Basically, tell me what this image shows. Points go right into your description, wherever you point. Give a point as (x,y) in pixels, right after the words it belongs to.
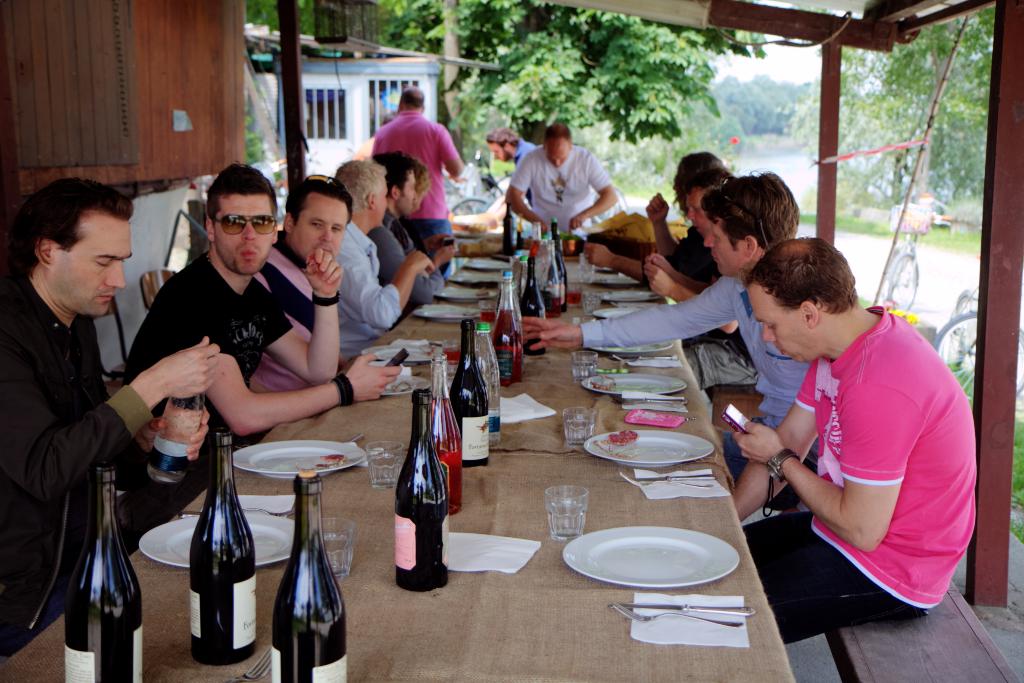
There is a group of people (72,343) who are sitting on a chair (854,631). They are having a food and a wine (510,224). In the background (502,102) there is a tree (594,26), a bicycle (906,209) and a hut (363,58).
